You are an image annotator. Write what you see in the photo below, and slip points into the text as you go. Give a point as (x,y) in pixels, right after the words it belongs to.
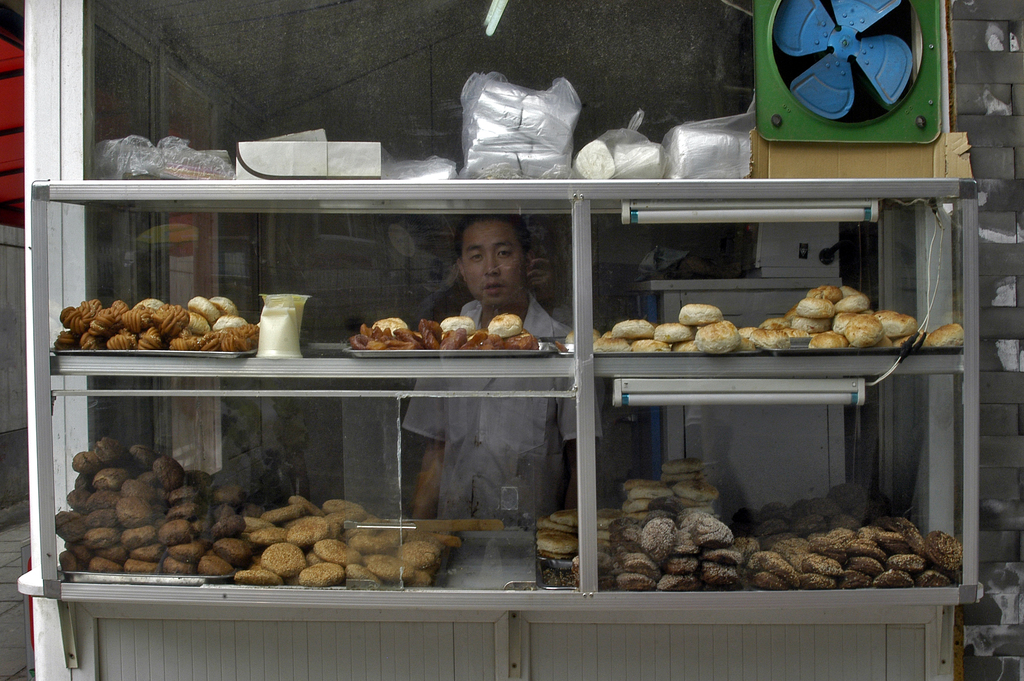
In the picture we can see some food items (433,566) which are in trays (790,346) are placed in a box (353,487), we can see some papers (318,159), covers (475,101) and exhaust fan (793,111) on top of the box (801,184) and we can see a man (492,246) standing behind box (543,397).
